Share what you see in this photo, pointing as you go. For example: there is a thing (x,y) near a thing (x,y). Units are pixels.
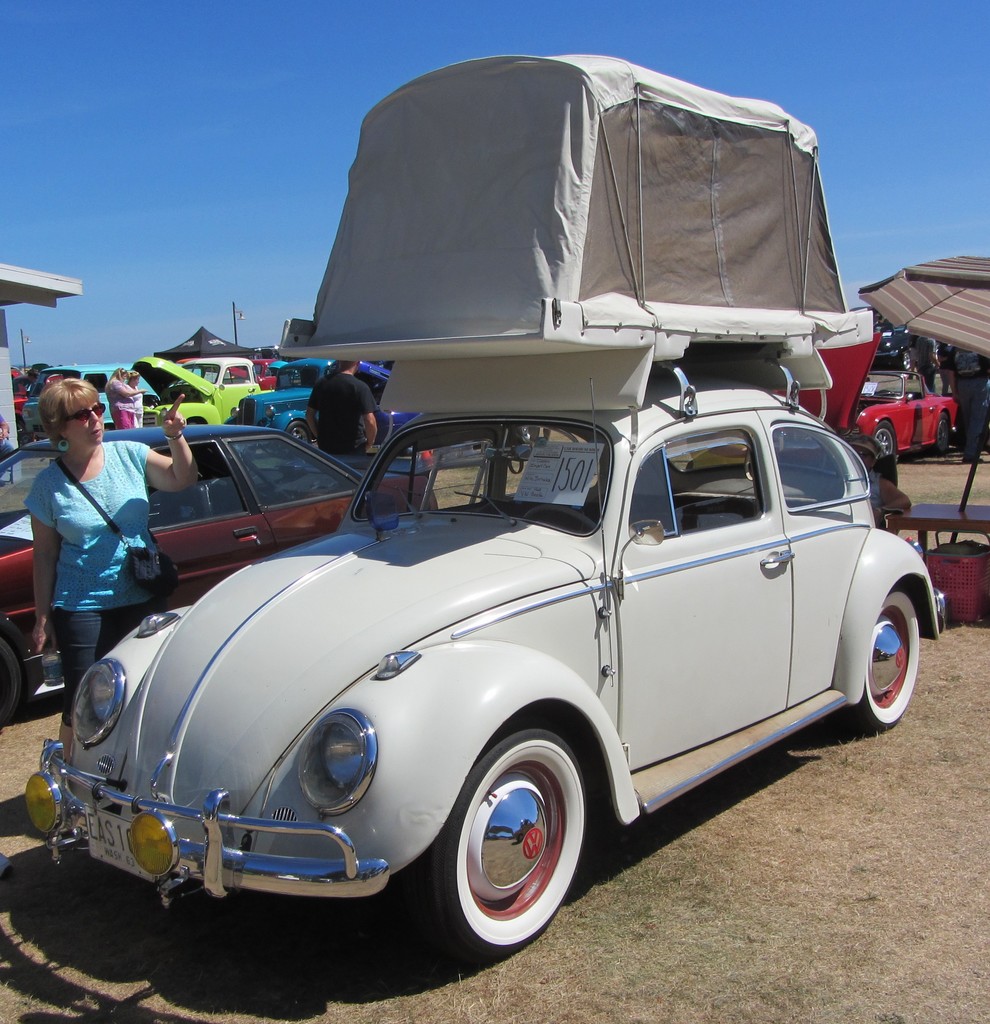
In the center of the image (402,607) we can see a car (402,607) with a roof tent (544,369) and a paper (555,484) with some numbers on it pasted on the window (499,505) of a car (495,493). On the backside (364,373) we can see some people (314,399) standing, a group of cars (290,432), a house (68,283) with a roof (37,299), an outdoor umbrella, table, a container (954,565), dome tents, the poles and the sky (210,143).
